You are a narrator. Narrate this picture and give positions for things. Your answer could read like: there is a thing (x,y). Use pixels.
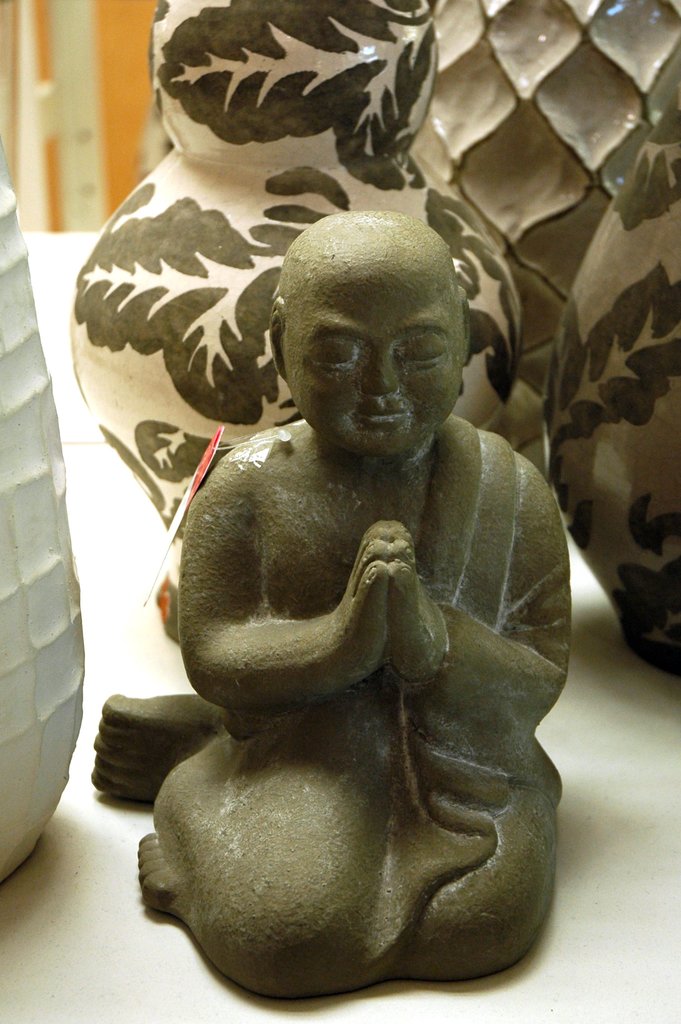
In this image there is a statue (301,698), behind the statue (276,732) there are few flower pots (251,269) on the white color surface (46,289).
